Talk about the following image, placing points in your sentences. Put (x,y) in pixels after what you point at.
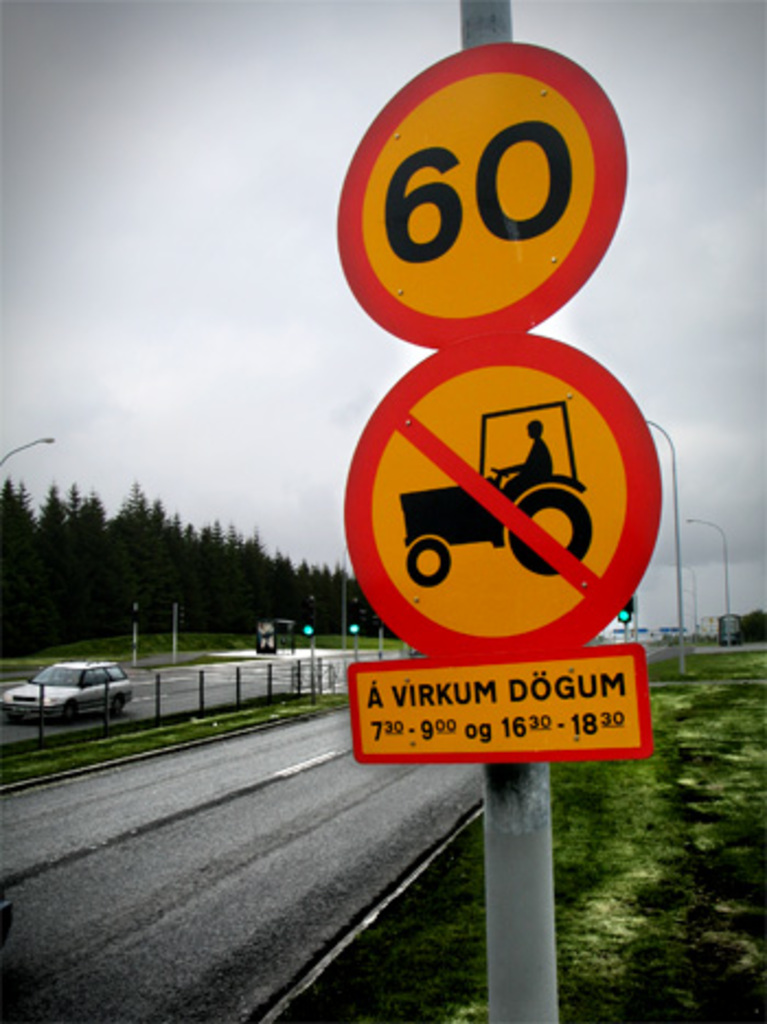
In this image in the foreground (466,372) there is a pole (551,989) and boards (526,477), at the bottom (209,765) there is walkway (472,786), grass (712,655) and some rods (157,709), vehicle (22,693) and in the background (327,573) there are poles (681,619), traffic signals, trees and buildings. At the top (173,310) there is sky (339,319).
